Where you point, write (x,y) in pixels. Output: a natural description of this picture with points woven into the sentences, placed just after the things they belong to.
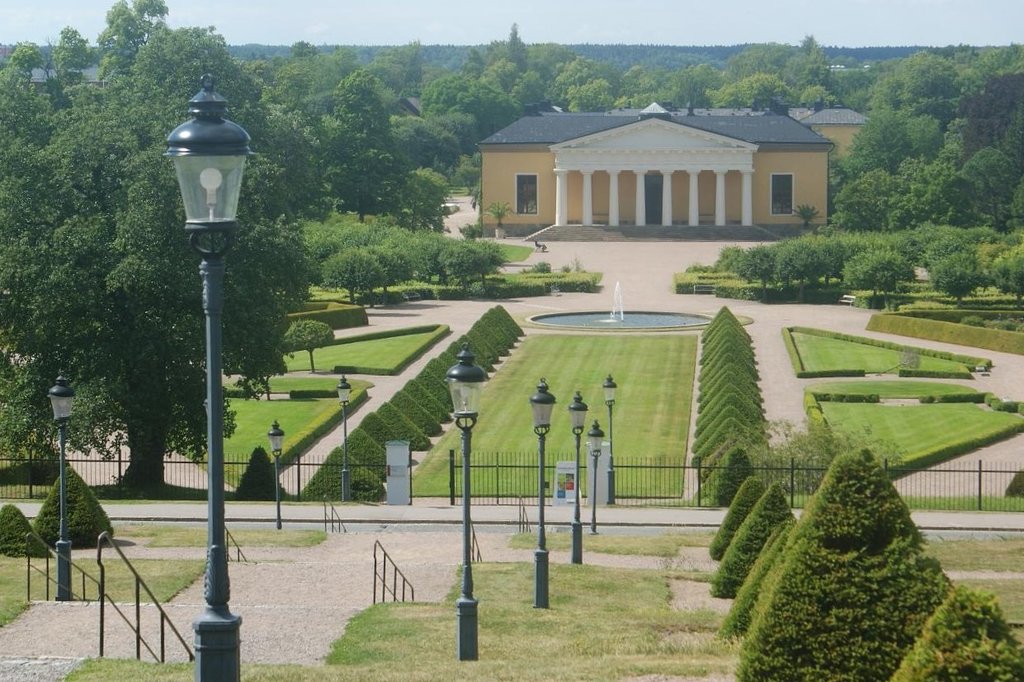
At the bottom (612,623), we see the grass (585,622), trees (854,526), stairs (279,608), stair railing (102,646) and the light poles (214,378). In the middle (624,377), we see the road (664,508), railing (639,472), grass (640,421), trees (335,454) and a water fountain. There are trees (443,78) and a building (748,213) in the background (600,180). At the top (202,12), we see the sky (517,3).
